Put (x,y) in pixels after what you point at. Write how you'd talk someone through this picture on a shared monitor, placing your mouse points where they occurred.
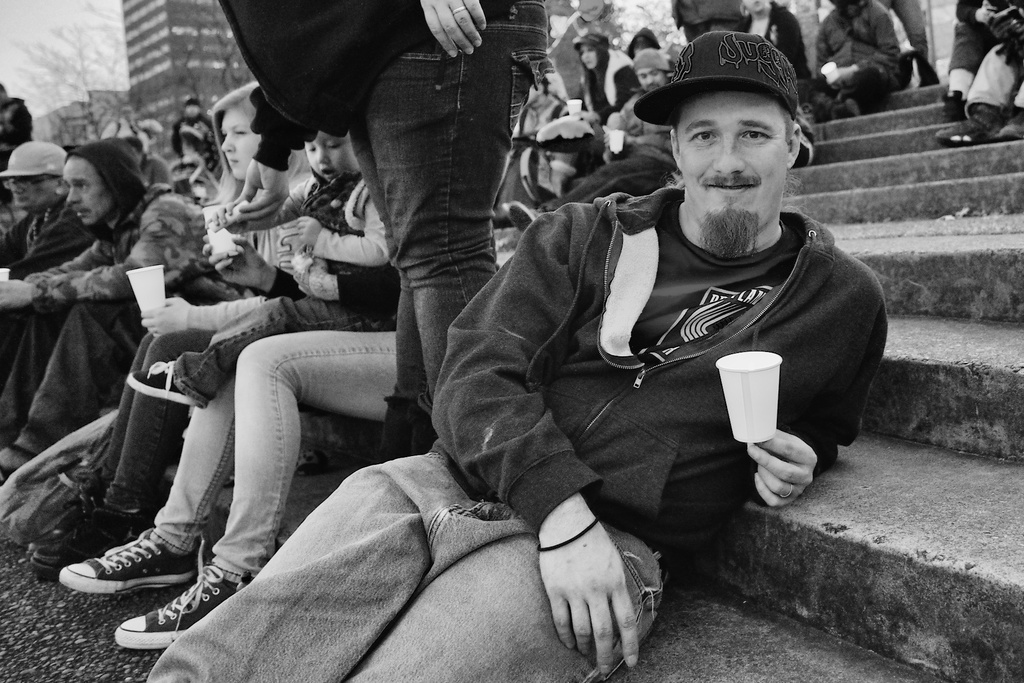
This is the black and white image where we can see this person (674,112) wearing jacket (666,447) and cap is holding a cup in his hands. Here we can see this person (410,287) is standing and these people (238,89) are sitting on the steps (937,108). In the background (208,12), we can see buildings (232,47), trees (49,86) and the sky (97,16).
